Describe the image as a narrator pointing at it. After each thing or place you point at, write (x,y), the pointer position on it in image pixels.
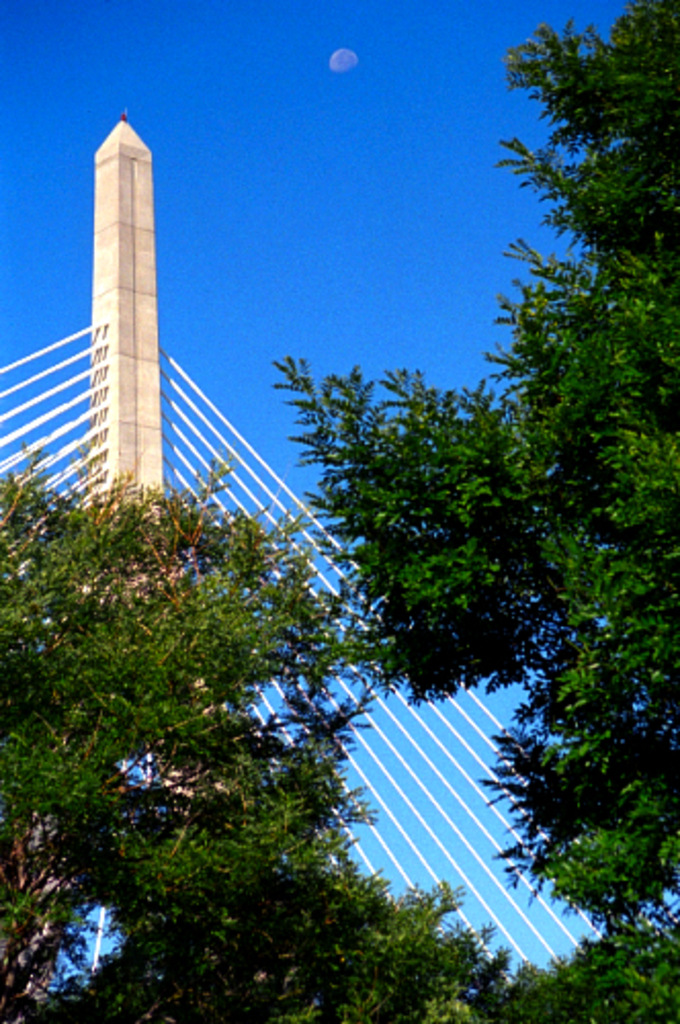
In this picture we can see a tower (118,143), rods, trees (48,985) and in the background (270,45) we can see the sky (353,34).
